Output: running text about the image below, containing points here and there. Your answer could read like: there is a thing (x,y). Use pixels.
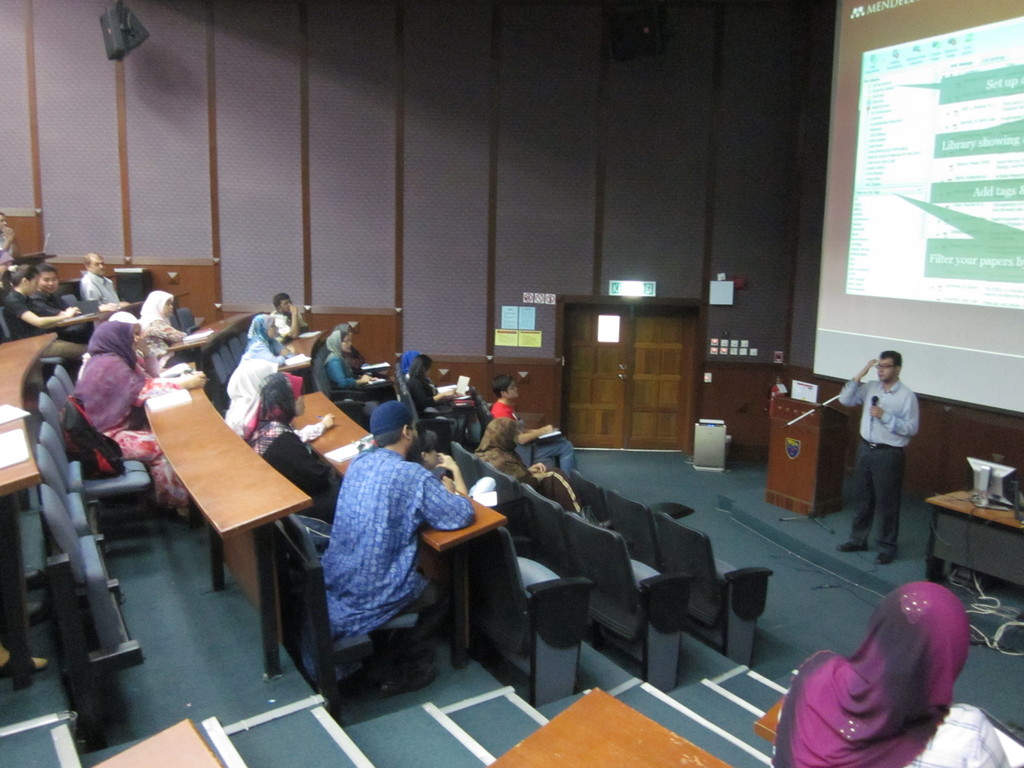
A screen (900,162) is on wall (791,129). This person (887,441) is standing and holding a mic (873,409). Beside this person (875,431) there is a podium (792,455) and table (954,517), on this table (965,529) there is a monitor (1001,488). Papers (527,318) on wall (469,247). These persons (507,393) are sitting on chairs (379,393). In-front of them there are tables (186,432), on this table (193,431) there are books (147,408). On top (126,15) there is a speaker (116,44).
